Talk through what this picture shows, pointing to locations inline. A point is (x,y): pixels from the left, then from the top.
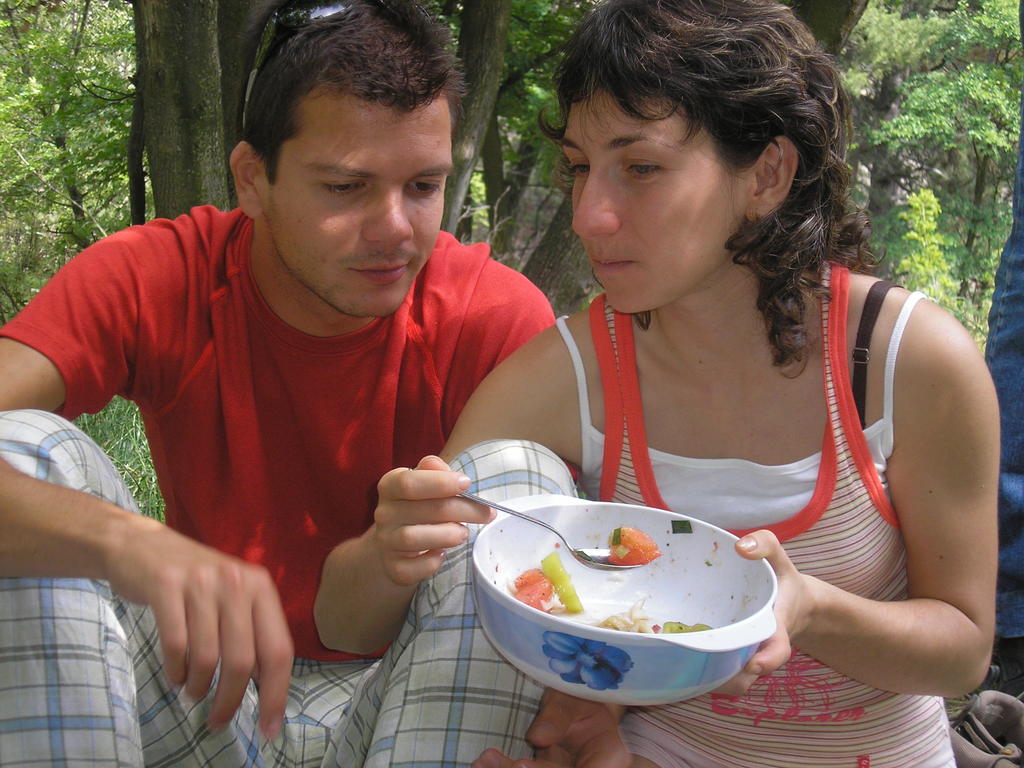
In this picture I can see there is a man (295,107) and a woman (717,707) sitting and the woman (456,518) is holding a bowl (630,594) in her hand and she is holding a spoon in her hand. There is some food (634,552) in the bowl (615,594) and there are trees (102,156) in the backdrop (995,110).
